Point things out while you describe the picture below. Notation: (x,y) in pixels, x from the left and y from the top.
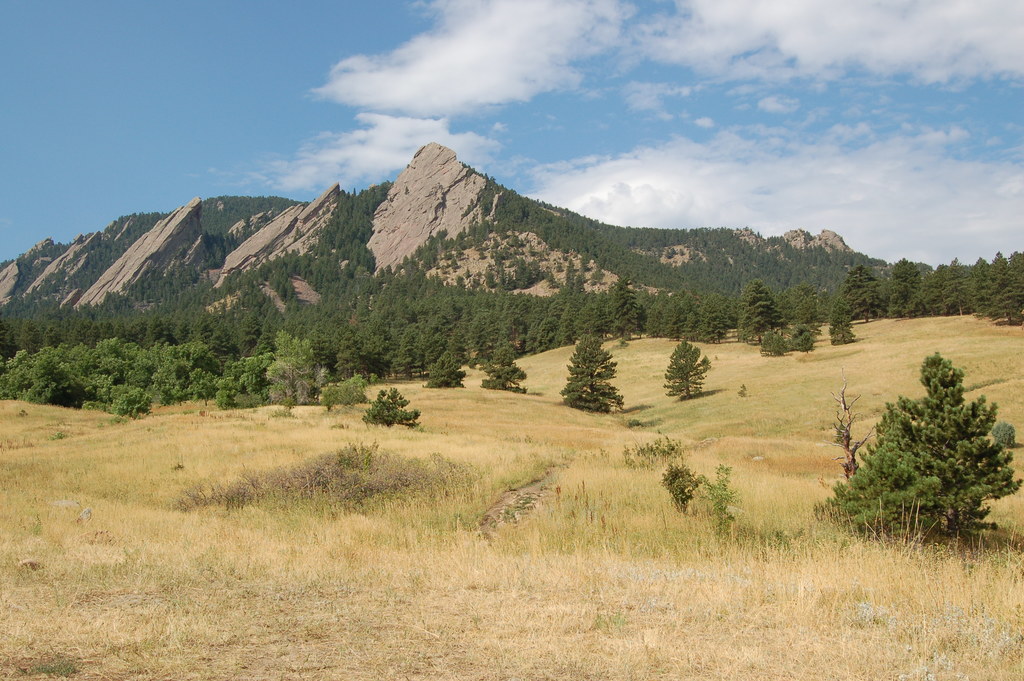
In this picture we can see mountains (290,300). On the bottom (317,588) we can see grass (857,585). Here we can see many trees (572,295). On the top (624,19) we can see sky (624,19) and clouds (856,171).
